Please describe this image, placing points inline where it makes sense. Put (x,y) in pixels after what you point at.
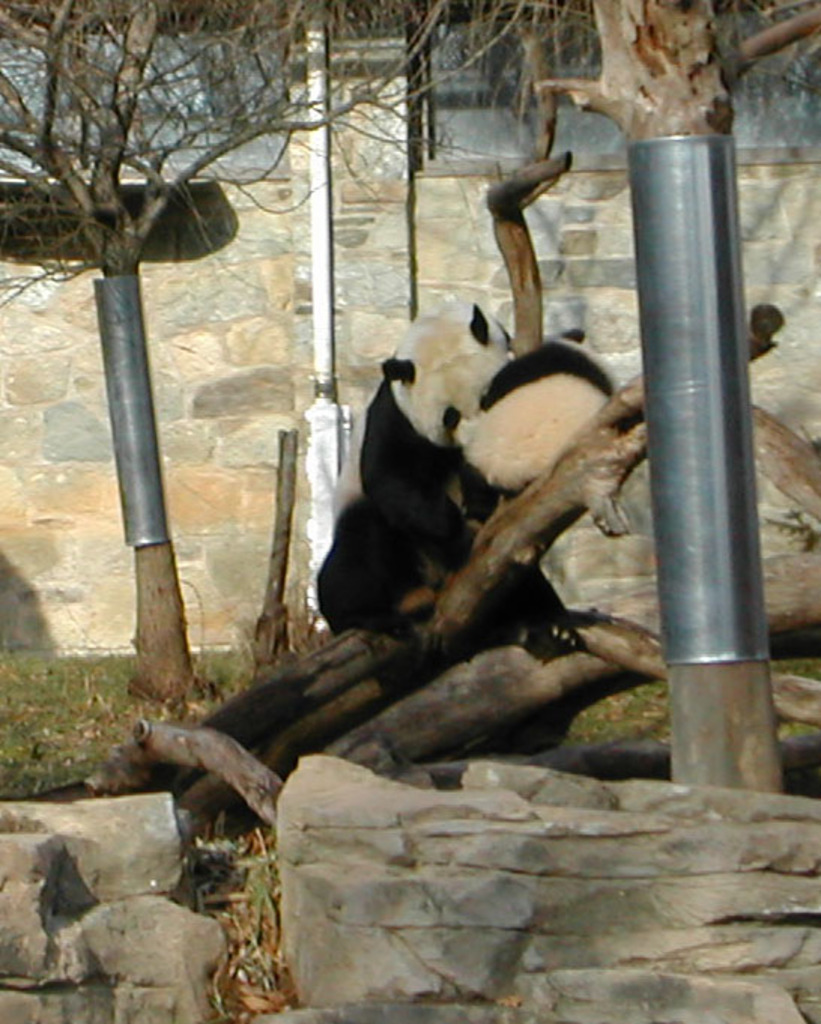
At the bottom of the image (346,811) there are rocks (462,895). Behind them there are wooden logs (271,692) with pandas (443,430). And also there are trees (155,131) with steel objects (663,232). On the ground (86,688) there is grass (656,707). In the background (114,582) there is a stone wall (251,250) with a pipe (337,435).
